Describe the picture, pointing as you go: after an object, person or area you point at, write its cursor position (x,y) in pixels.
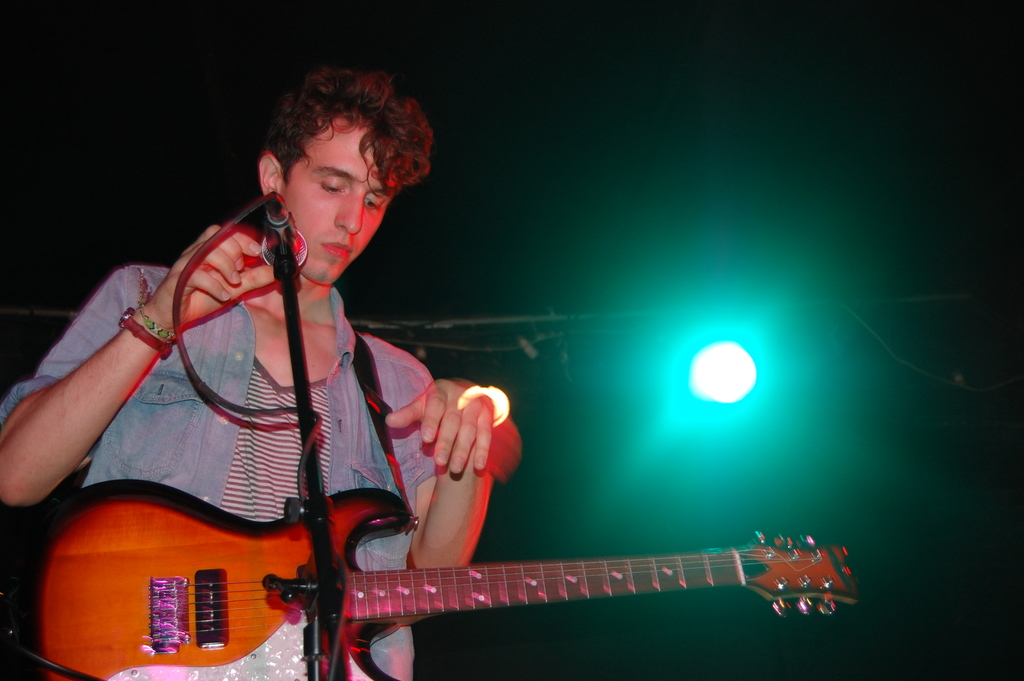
In this picture we can see a man (194,436) with the guitar (189,551). In front of the man (228,371) there is a microphone (267,256) with stand (277,264) and a cable (248,411). Behind the man (216,385) there is the dark background (730,386) and a light (716,381).
